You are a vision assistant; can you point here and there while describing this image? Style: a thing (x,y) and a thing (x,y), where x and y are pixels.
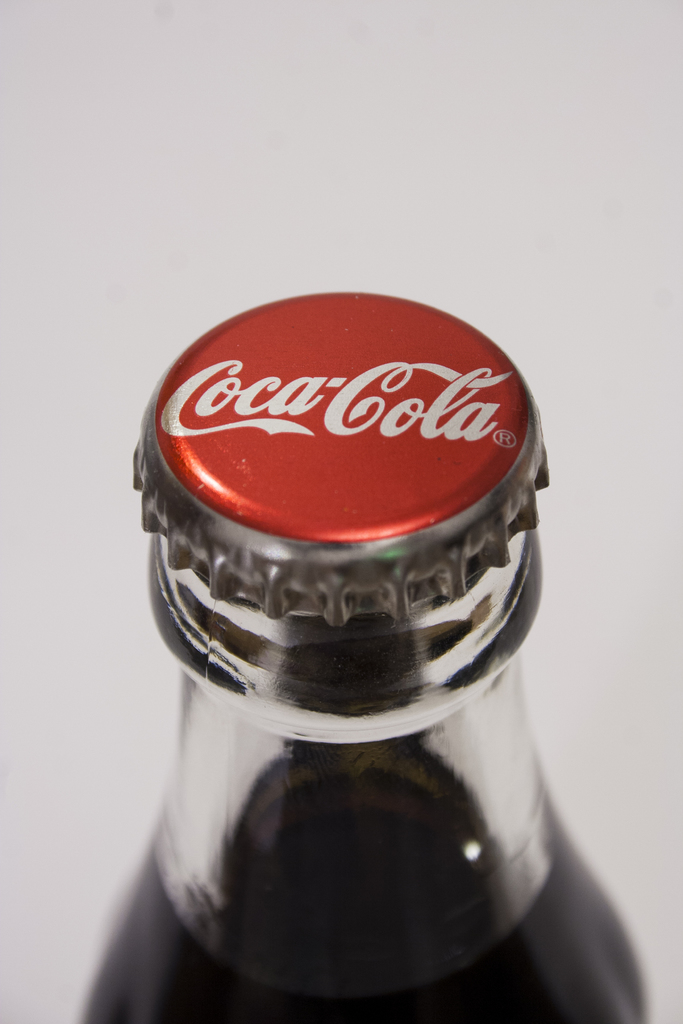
Here we can see a coca cola bottle (229,650).
